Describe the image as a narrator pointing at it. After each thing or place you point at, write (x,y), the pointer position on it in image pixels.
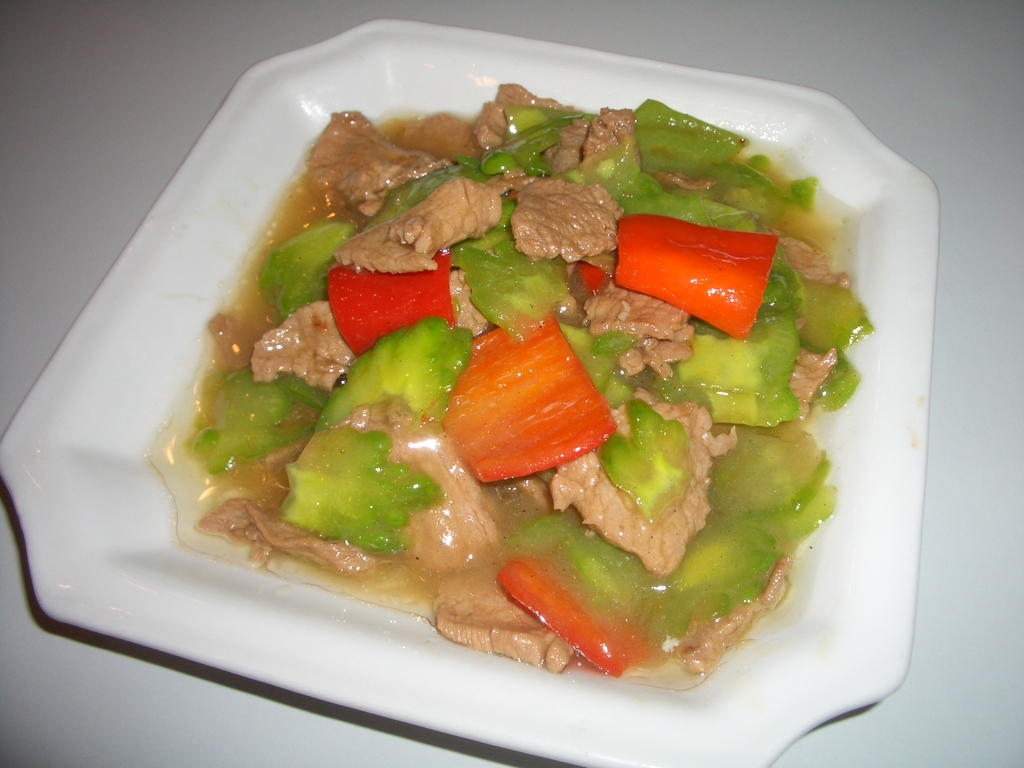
The picture consists of a dish (658,618) served in a plate (183,187). The plate (171,196) is placed on a table (818,736).
